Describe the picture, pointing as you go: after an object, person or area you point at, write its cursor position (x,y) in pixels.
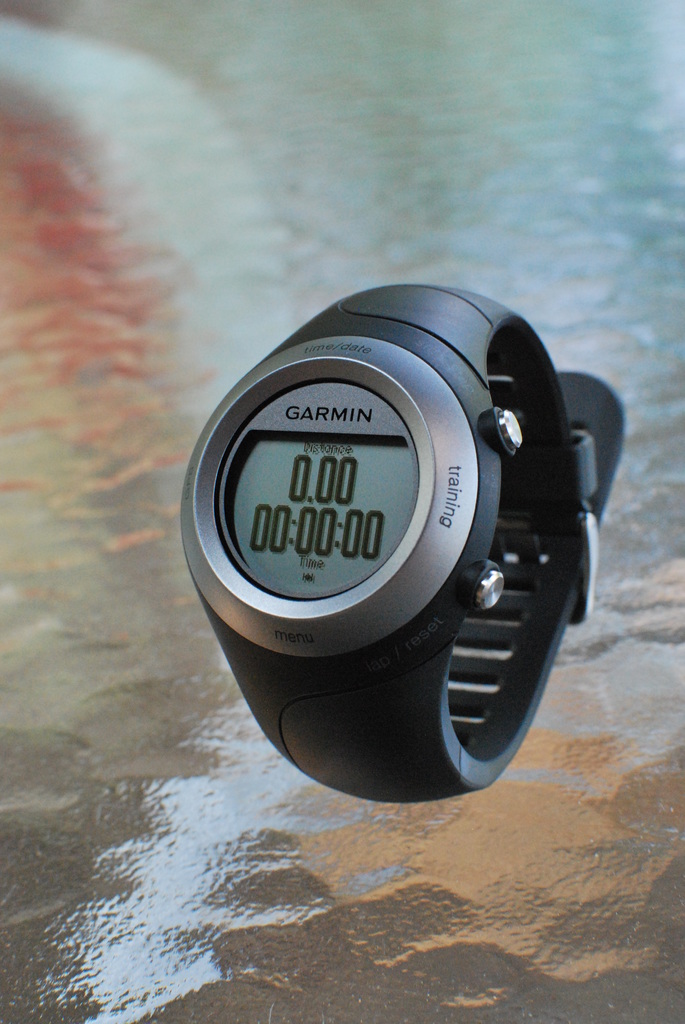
In this image we can see a wrist watch (403,458) on the glass surface (525,871).
